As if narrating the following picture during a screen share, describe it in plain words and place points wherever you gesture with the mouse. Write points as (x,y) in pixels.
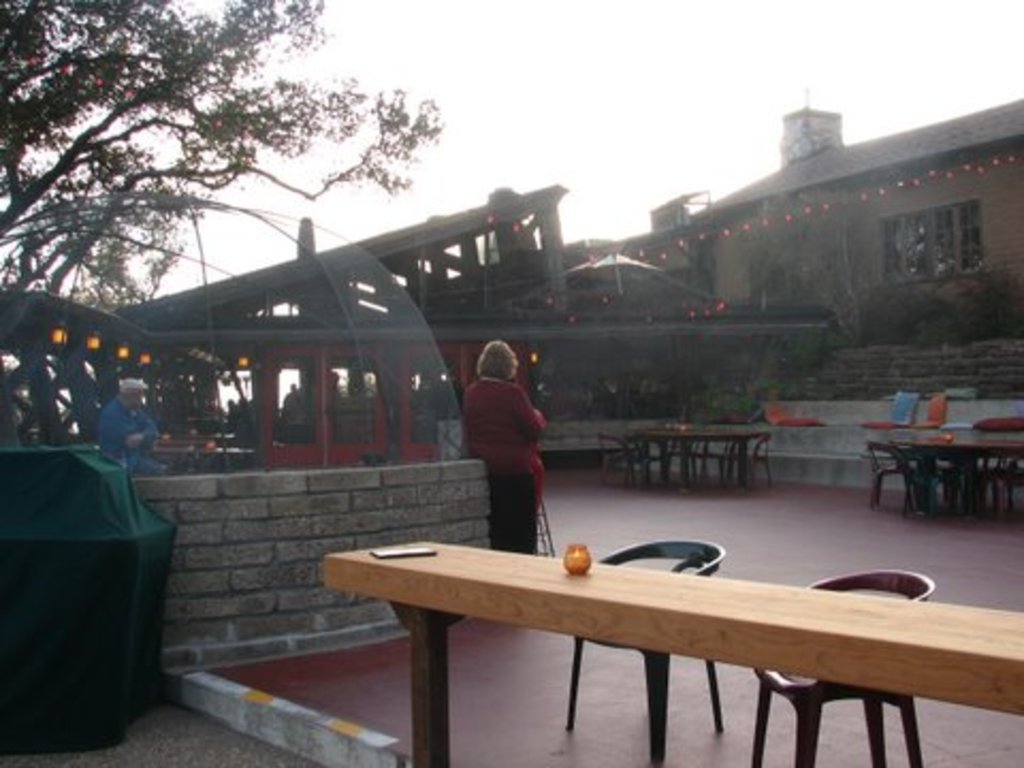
In the center of the image (483,412) there is a woman (488,451) standing at the wall (336,496). In the background (664,460) we can see tables (688,451), chairs (763,453), building (705,320), plants (867,324) and sky (651,53). On the left side of the image (126,415) there is a person (112,419) and tree (36,137). At the bottom (646,558) we can see chairs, table (365,553) and mobile phone (414,557).
